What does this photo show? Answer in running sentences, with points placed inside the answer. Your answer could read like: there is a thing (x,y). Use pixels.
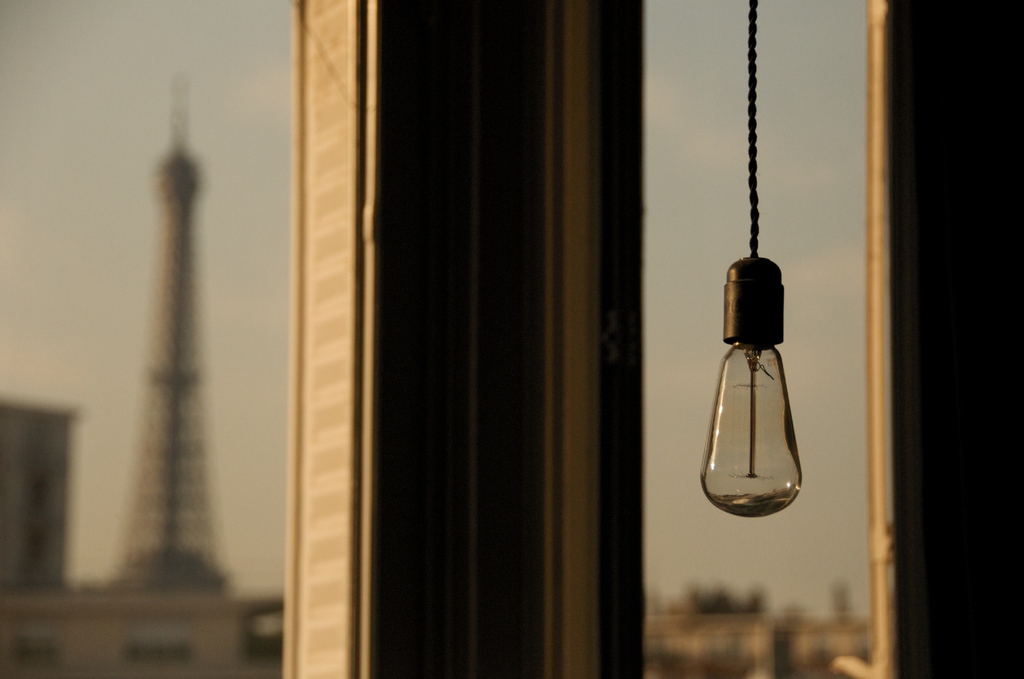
In this picture we can see a bulb (770,449), tower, buildings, and trees (706,586). In the background (719,43) there is sky (220,217).
